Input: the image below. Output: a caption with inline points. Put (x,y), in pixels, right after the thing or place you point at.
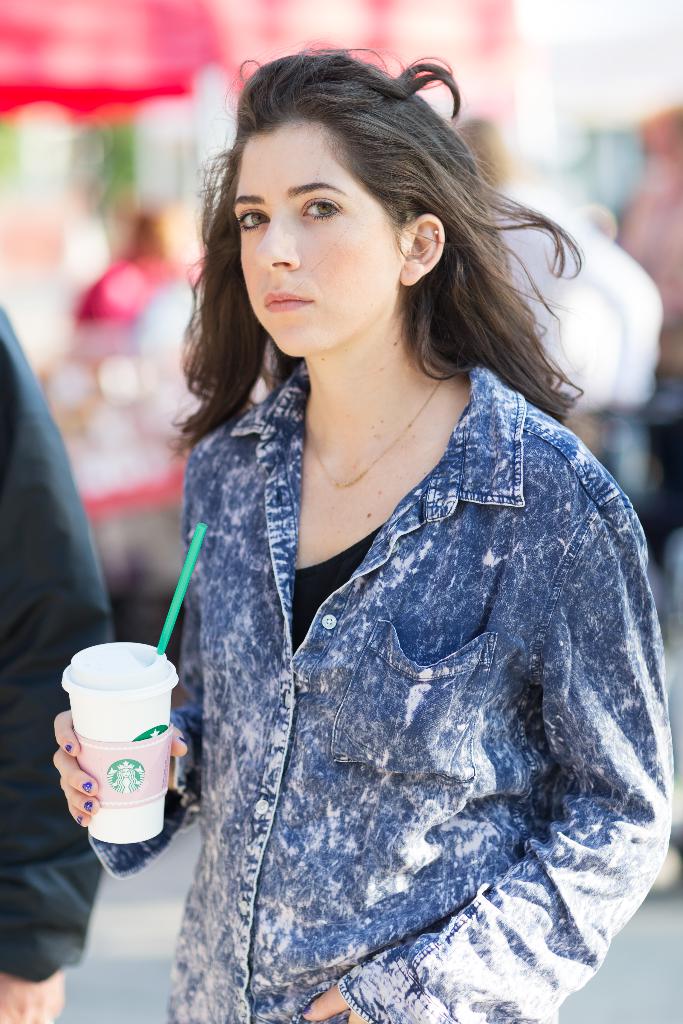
In this picture we can see women (617,538) wore shirt (384,673) holding glass (143,714) with straw (176,621) in it with her hands (183,737) and in background (73,295) we can see tent (90,55), some persons (125,326) and it is blurry and beside to her we have other persons hand (10,695).
